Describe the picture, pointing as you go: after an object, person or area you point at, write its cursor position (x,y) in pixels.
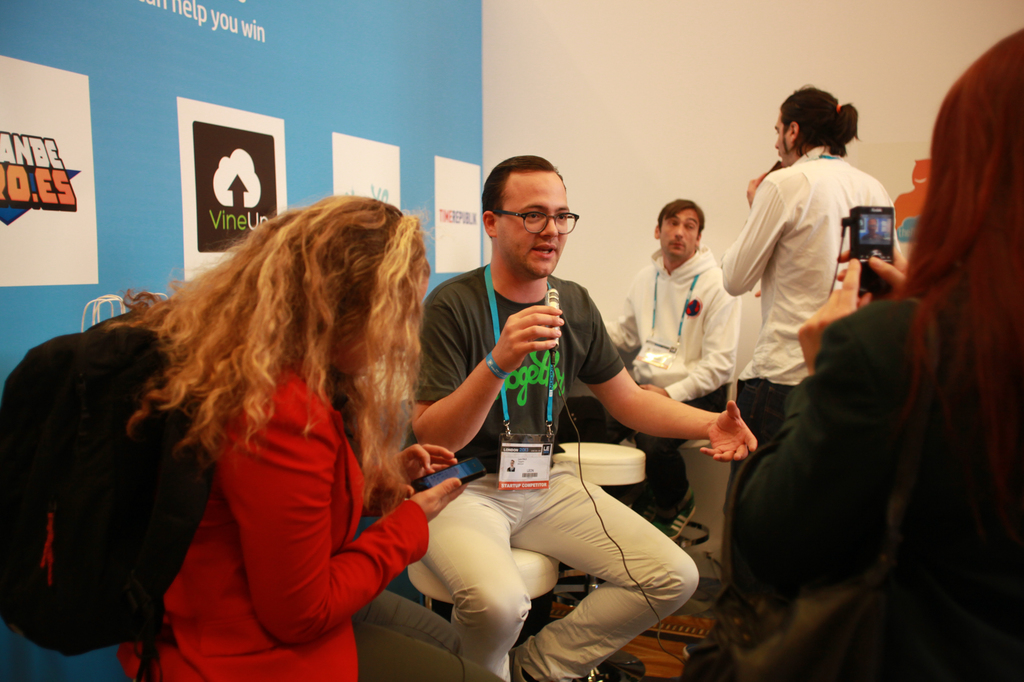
In this picture there is an interview going on, we can see people (542,411) holding mic (553,301) and camera (866,262). In the foreground of the picture (754,566) there are people (899,338). On the left (149,78) there is a banner (146,70). In the center of the picture (670,261) there are people (738,252). In the background (680,50) it is wall (727,55).
